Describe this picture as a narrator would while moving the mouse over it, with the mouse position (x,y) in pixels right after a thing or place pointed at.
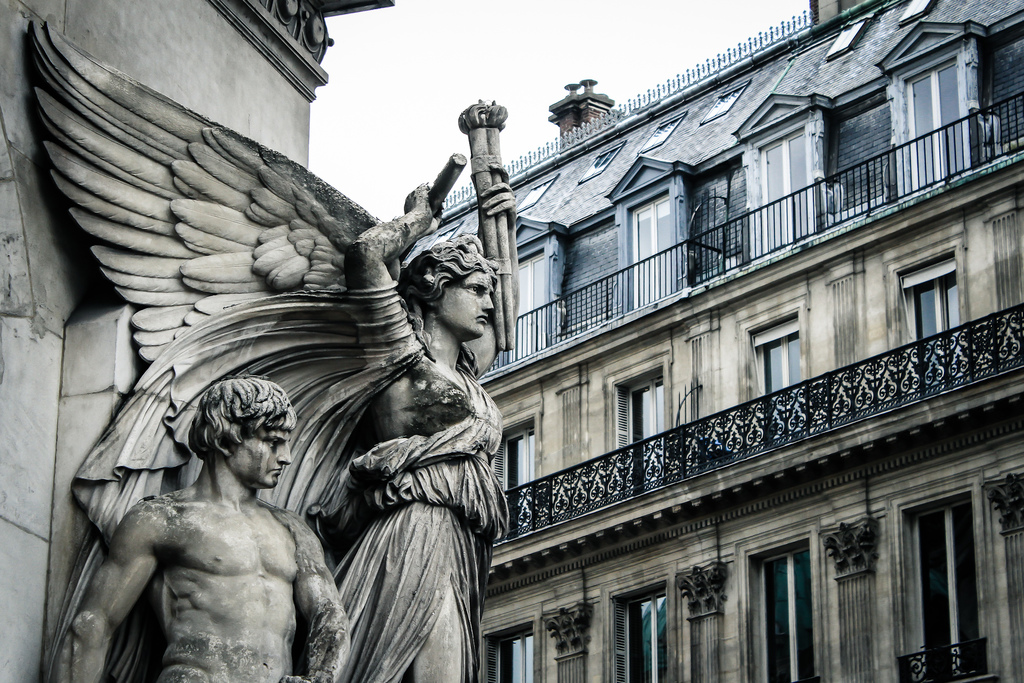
This image is taken outdoors. At the top of the image (461,55) there is the sky (453,59). In the background (229,60) there are two buildings (638,381) with walls (692,382), windows (636,435), doors (938,665), balconies (938,665), railings (743,217) and roofs (750,65). There are a few carvings (315,50) on the walls (241,42). In the middle of the image (416,355) there are two sculptures (316,449) of a man (259,443) and a woman (444,397).
